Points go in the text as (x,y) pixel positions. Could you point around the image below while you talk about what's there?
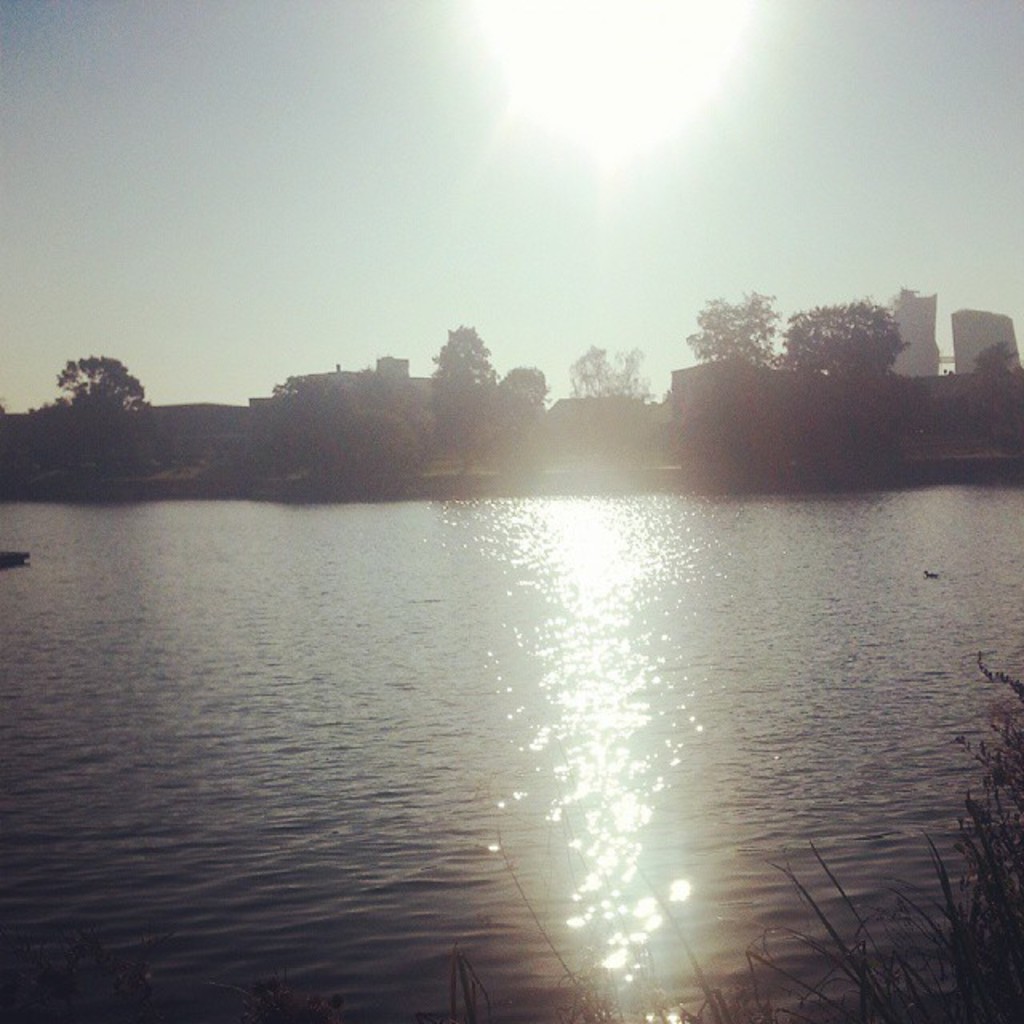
In this image we can see some buildings (195,440), plants (895,998), a large water body (799,801), some trees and the sky (324,179).
